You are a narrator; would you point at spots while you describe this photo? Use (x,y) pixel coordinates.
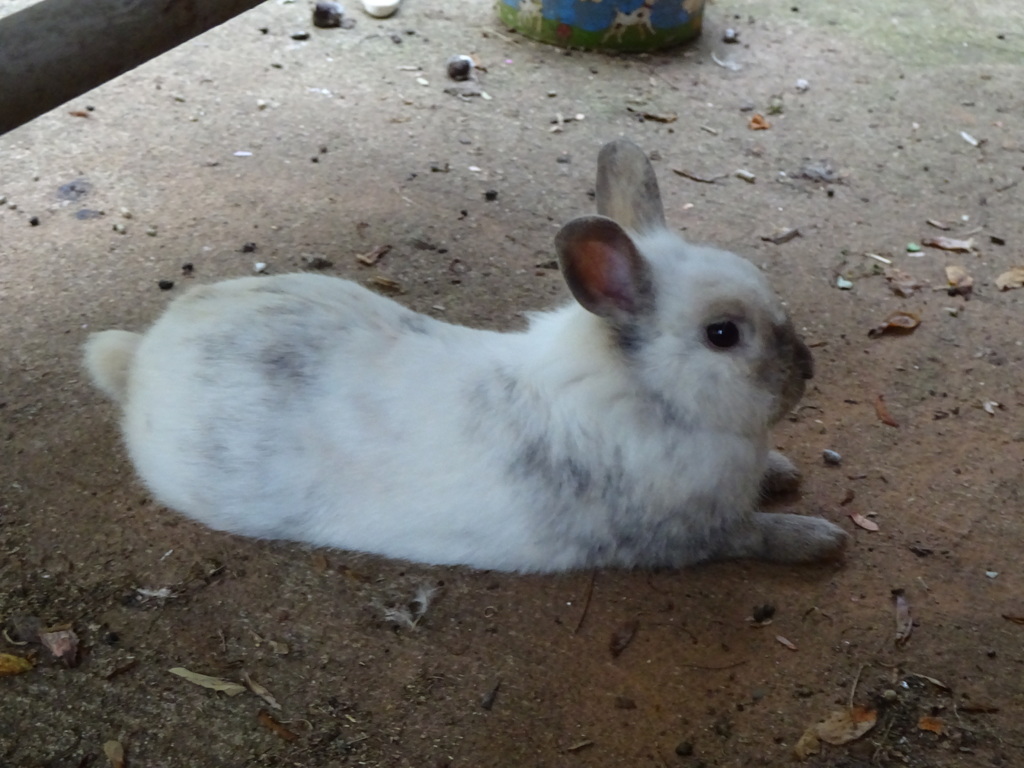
In the middle of the picture (512,404), we see a white rabbit (587,328). At the bottom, we see the dry leaves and small stones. At the top (668,12), we see the object (690,36) in blue color.
